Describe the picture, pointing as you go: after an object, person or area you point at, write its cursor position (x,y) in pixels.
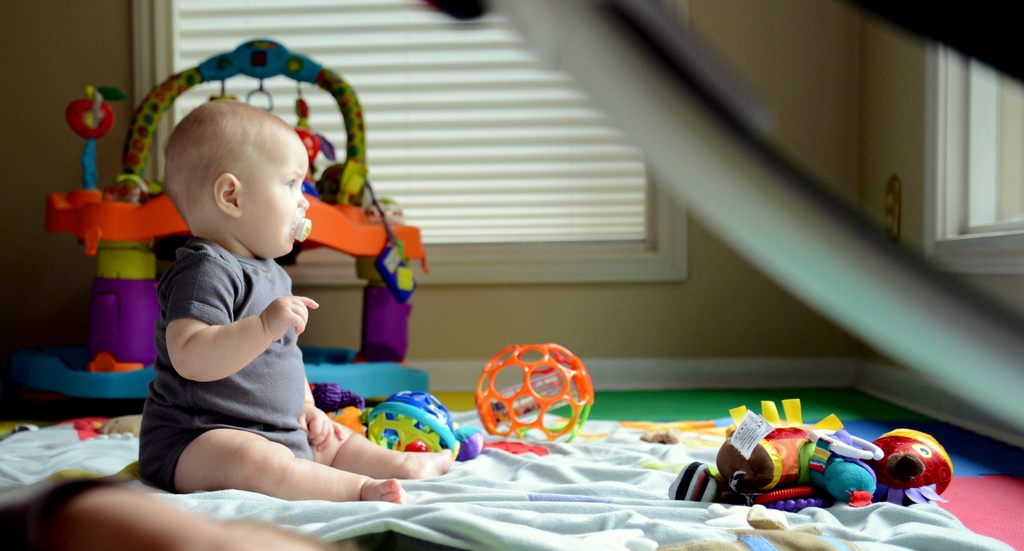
In this picture there is a kid (282,363) sitting and there are toys (397,443). At the back (47,211) there is a toy (304,346) and there are windows (945,155). At the bottom (665,453) there is a floor (650,396).
